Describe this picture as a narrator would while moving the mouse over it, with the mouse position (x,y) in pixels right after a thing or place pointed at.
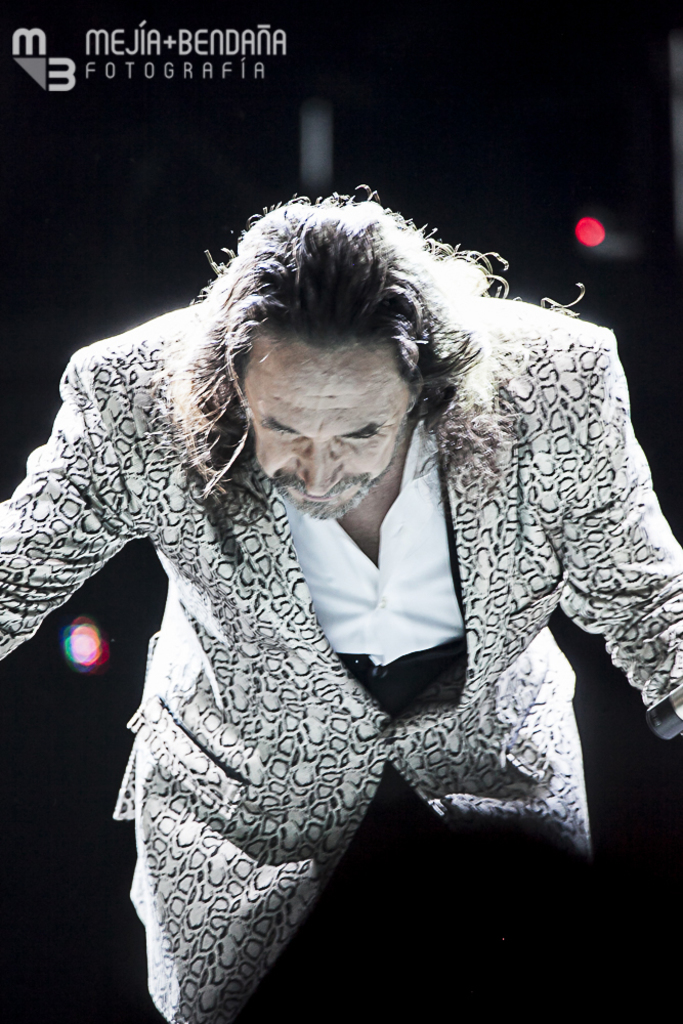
In this image we can see a person (368,547). There is some text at the top left most of the image (170,63). There is a dark background (182,191) in the image.
